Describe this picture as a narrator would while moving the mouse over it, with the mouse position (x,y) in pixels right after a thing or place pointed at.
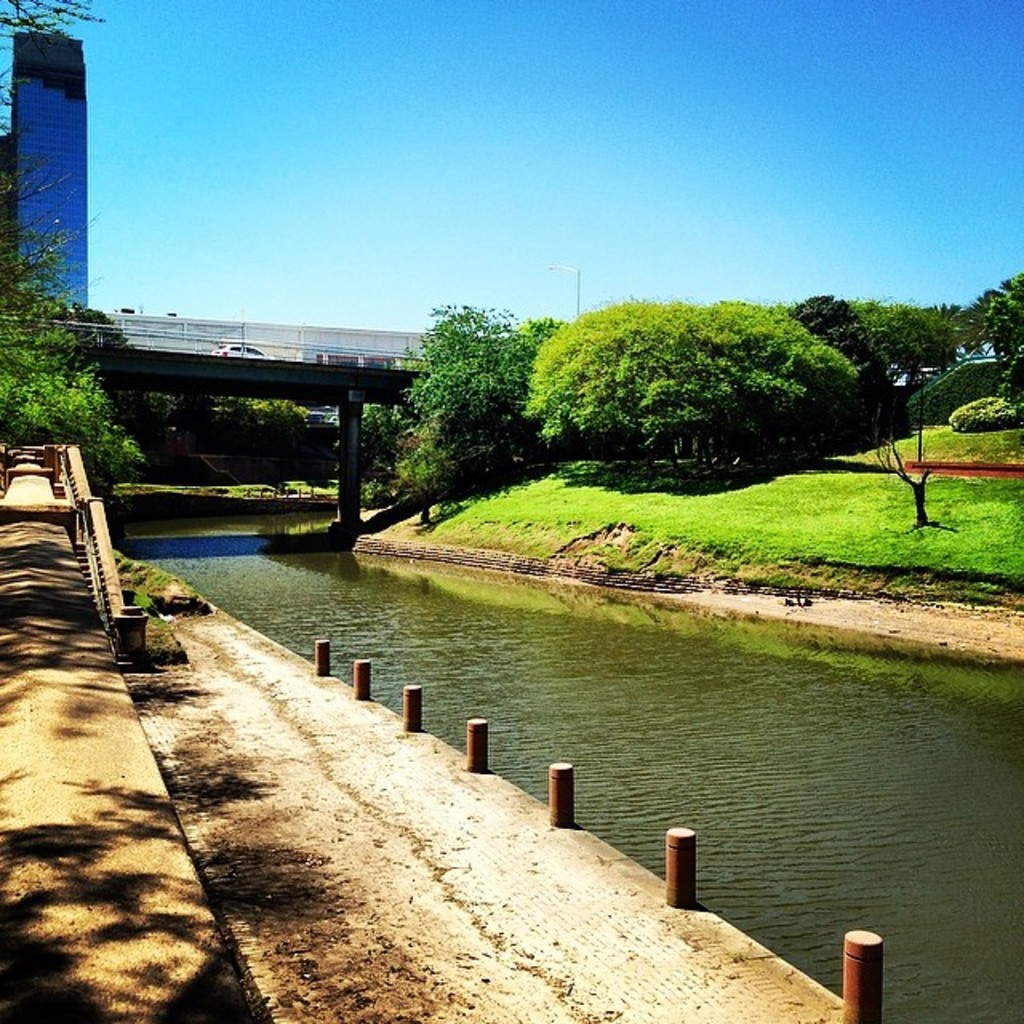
In this image at the bottom (688,711), there is water (674,726). On the right (792,430), there are trees (717,393), grass (801,493), sky (429,249). On the left (71,83) there are buildings (50,225), trees (50,310), grass (152,607).
